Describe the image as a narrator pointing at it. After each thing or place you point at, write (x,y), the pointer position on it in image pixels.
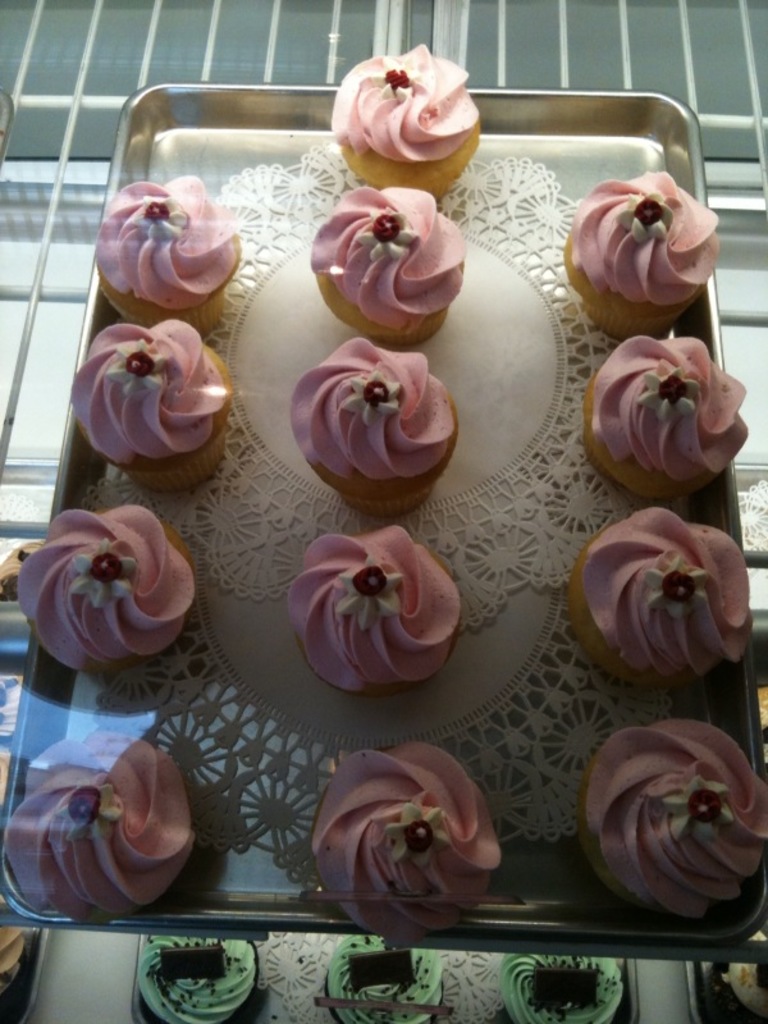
There are cupcakes (644,310), arranged on the white color cloth (262,309), which is on the steel tray (700,940), which is on the shelf (38,251). Below this, there are other cupcakes (347,976), which are arranged on other trays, which are on the other shelf (54,976). And these shelves (41,340) are covered with a glass (374,920).
